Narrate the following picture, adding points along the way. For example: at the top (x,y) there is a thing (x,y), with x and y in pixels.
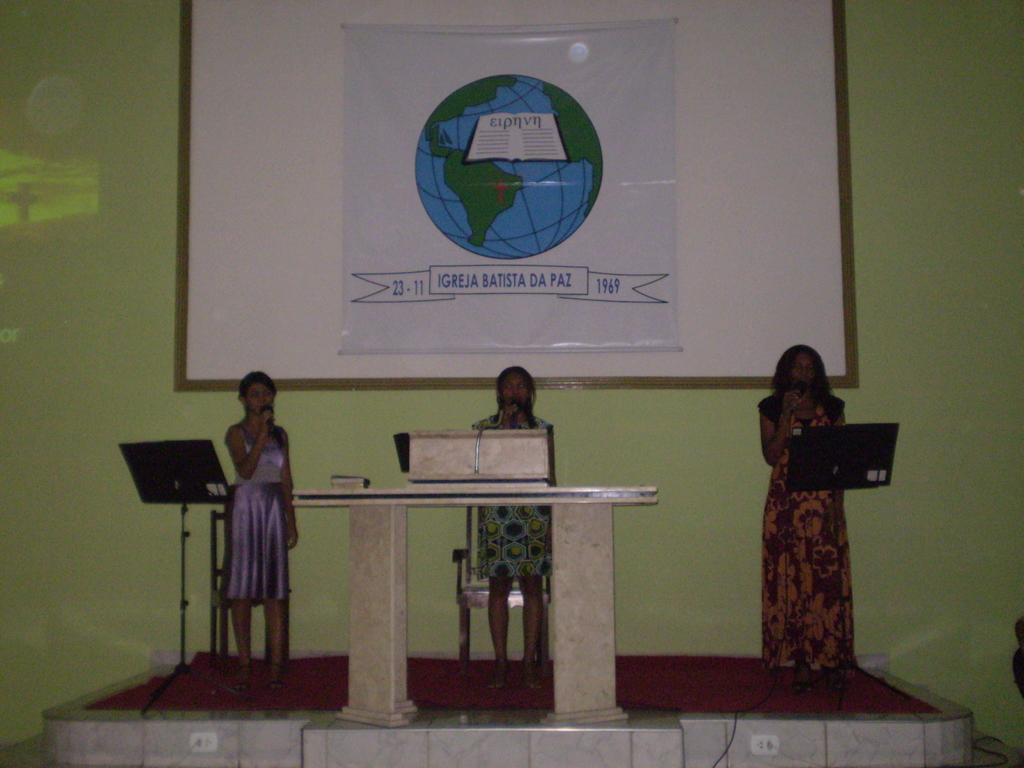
In this image we can see three persons (240,541) standing on a surface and holding objects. In front of the persons (295,531) we can see stands (849,474) and a table (411,503). Behind the persons (525,577) there is a wall (58,75) and a whiteboard (825,154) is attached to the wall (29,83). On the board (680,193) we can see a banner (399,295) on which there is an image (544,248) and some text (469,281).
